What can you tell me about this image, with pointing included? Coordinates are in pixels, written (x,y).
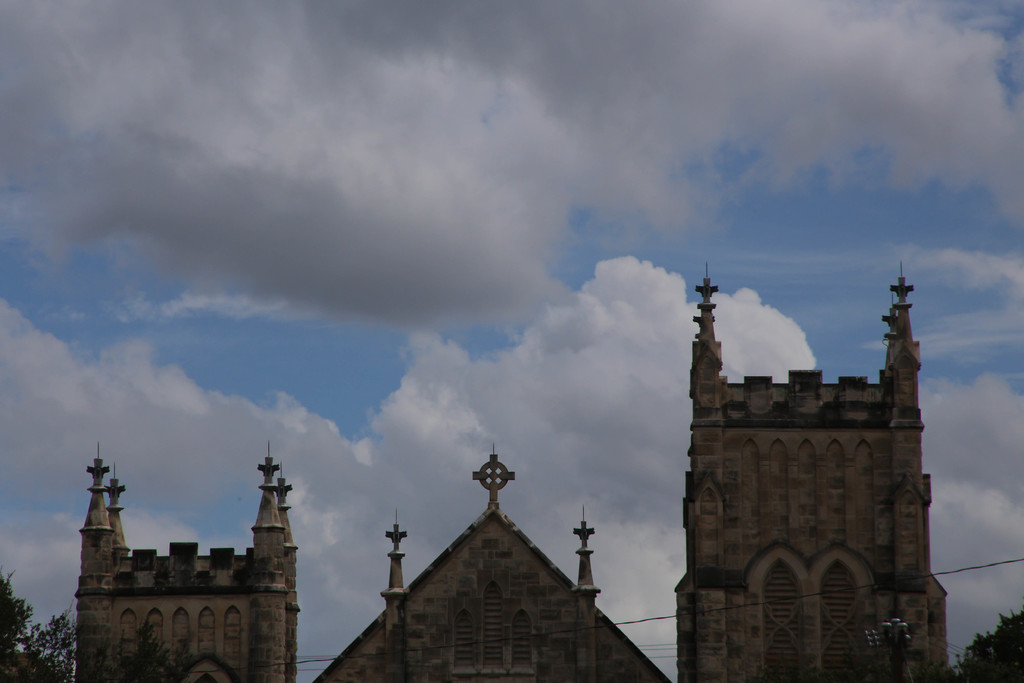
In this image, I can see the buildings (505,624), wires (457,645) and trees (977,655). In the background (514,380), there is the sky (476,255).
